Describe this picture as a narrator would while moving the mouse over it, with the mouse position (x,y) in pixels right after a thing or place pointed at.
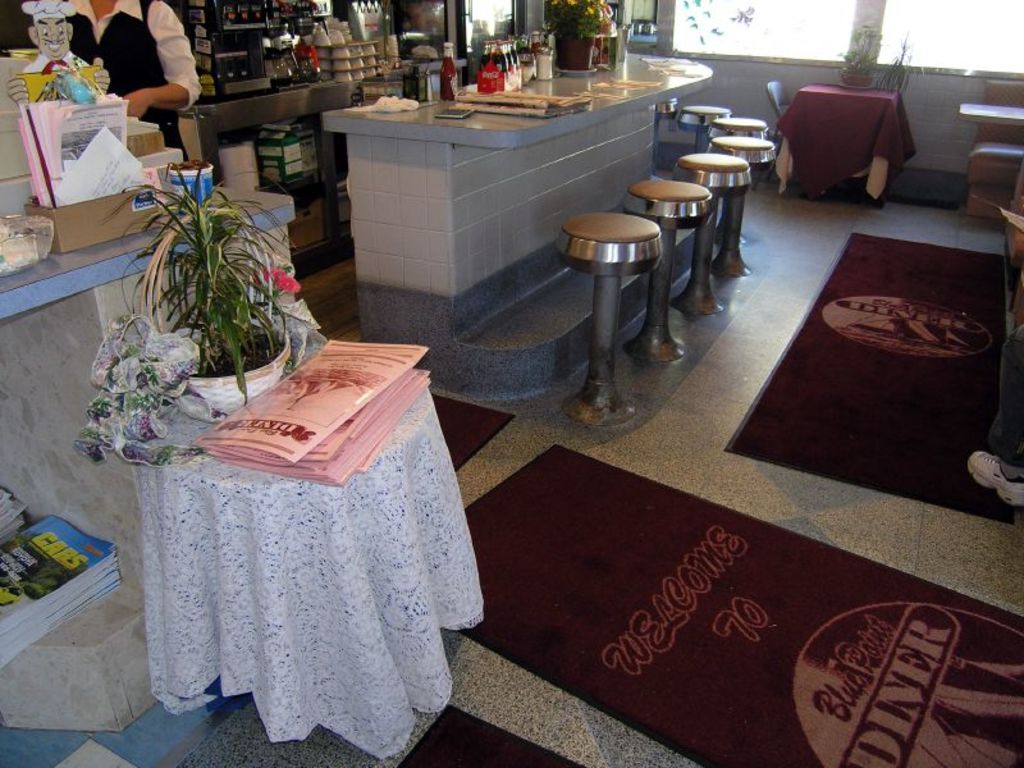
In this image I see a person (83,46) over here and I also see there are counter tops (424,204) and few things (674,73) on it and there are lot of stools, table (818,106), a chair (771,91) and few plants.
